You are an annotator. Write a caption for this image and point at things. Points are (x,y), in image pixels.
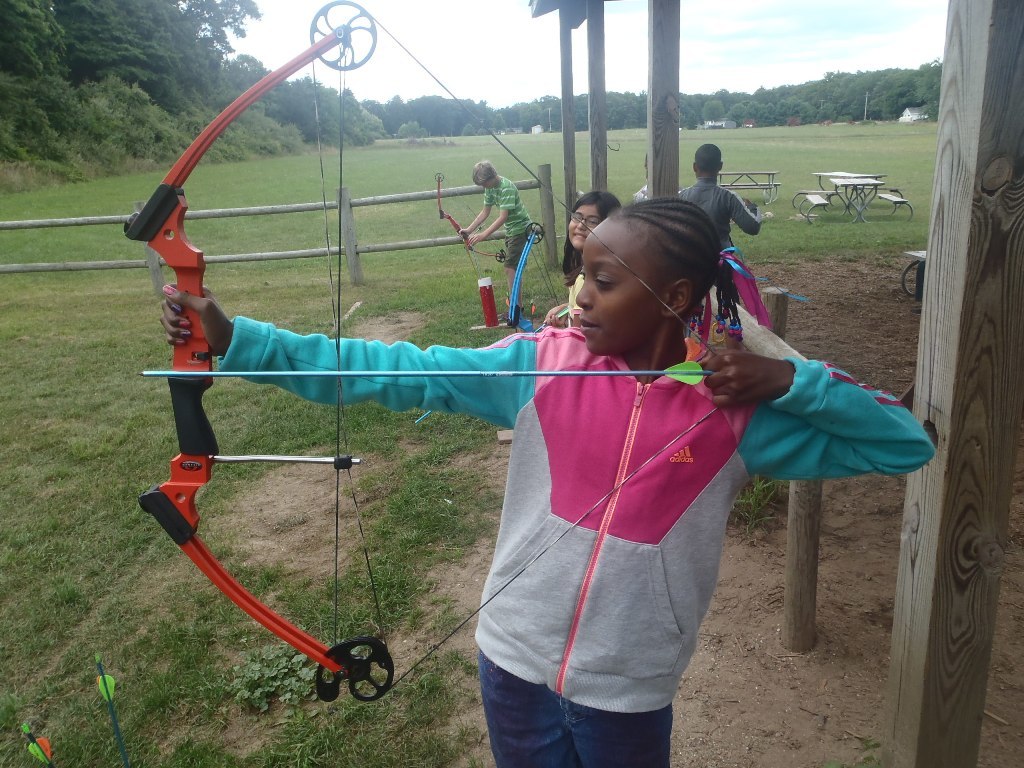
In the foreground of the picture (502,371) there are arrows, pole (926,288), grass (437,694), plants (265,670) and a girl (631,488) holding bow (164,253) and arrow (675,378). In the center of the picture (575,264) there are benches (817,195), kids (500,206), wooden poles (674,190), fencing (354,201), arrows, soil (829,301), grass (411,220) and other objects (452,220). In the background (453,119) there are trees (723,103), buildings (724,122), grass (411,154) and sky (625,48).
